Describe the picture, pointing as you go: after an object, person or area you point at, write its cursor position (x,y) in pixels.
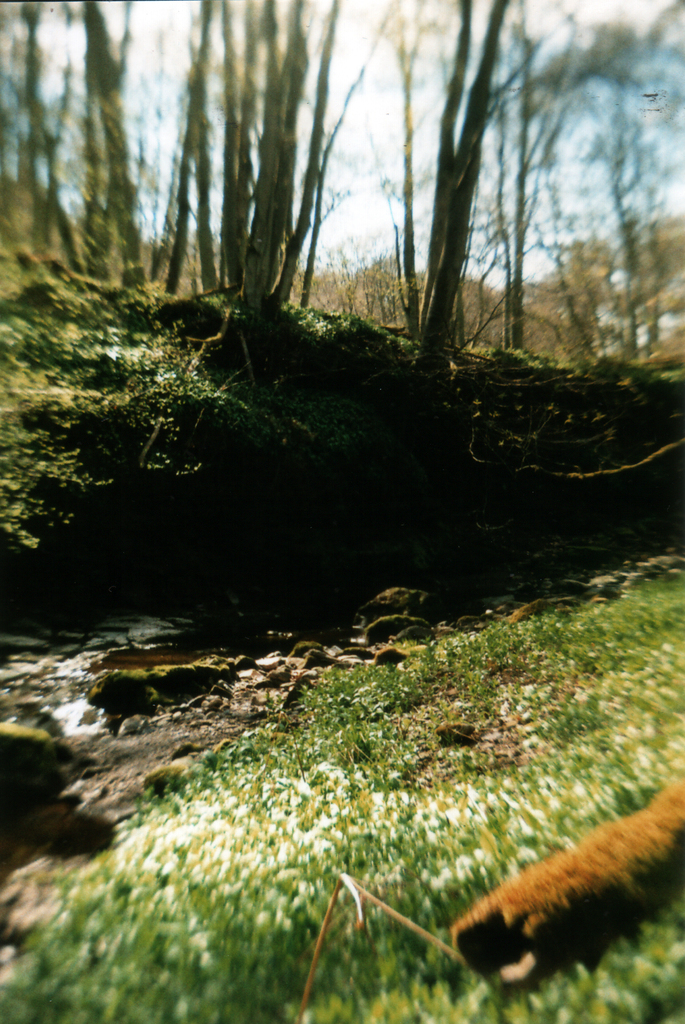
In this image we can see grass (312,727), stones (230,666), water (209,624), trees (231,129) and sky (659,87).
